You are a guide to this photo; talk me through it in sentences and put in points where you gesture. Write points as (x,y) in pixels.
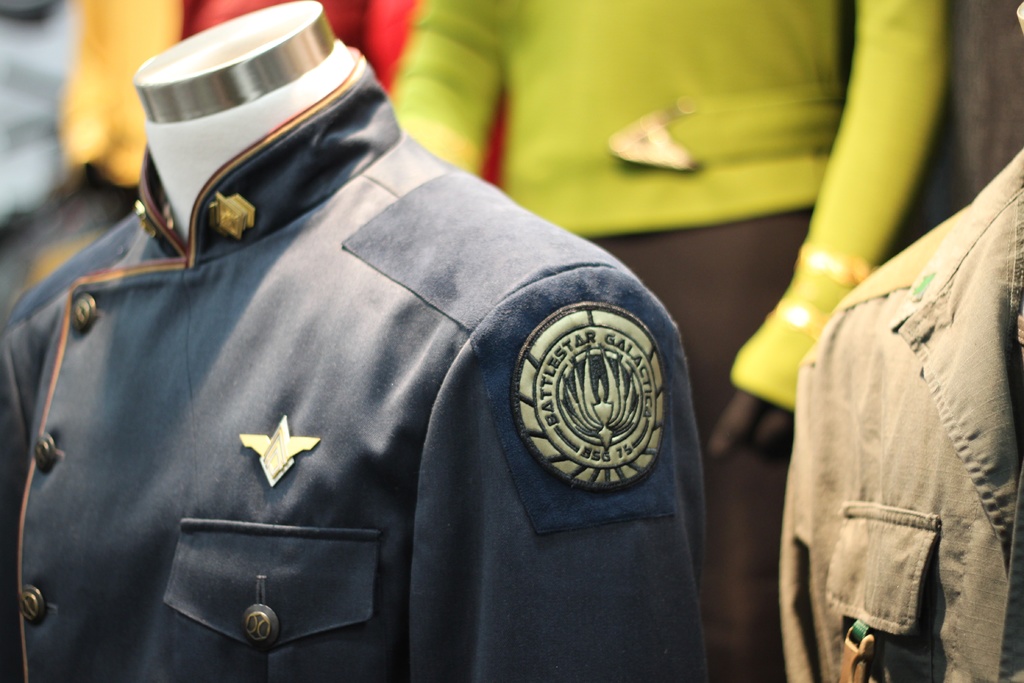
In this image I can see shirts (466,234). On the left side (197,255) shirt (512,339) there is an emblem (536,399) and the background (884,194) is blurry.
